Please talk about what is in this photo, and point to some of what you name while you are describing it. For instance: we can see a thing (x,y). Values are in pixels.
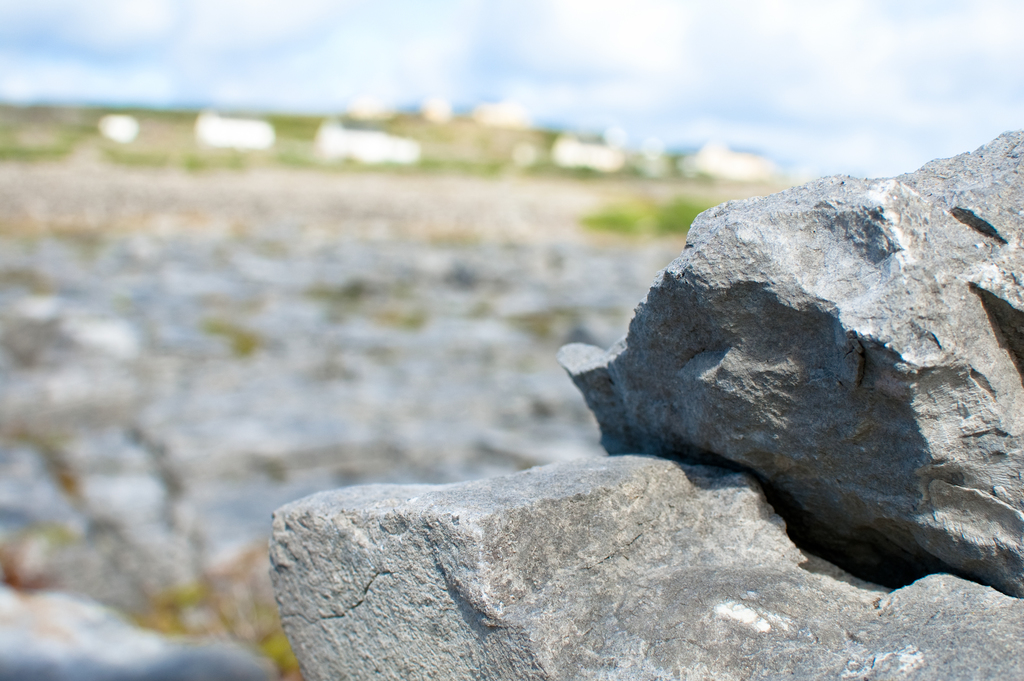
In the bottom right side of the image (887,566) there are some rocks (725,210). Background of the image (572,205) is blur. At the top of the image (472,61) there are some clouds (366,54) and sky (842,70).
